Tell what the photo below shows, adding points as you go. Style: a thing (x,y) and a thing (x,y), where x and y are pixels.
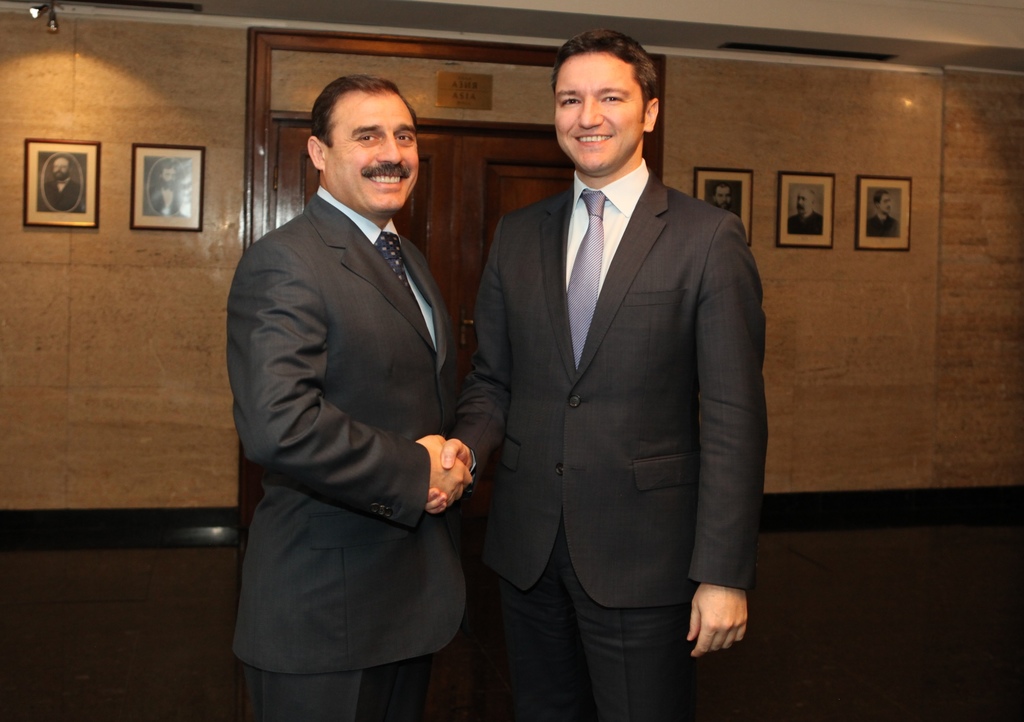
In this image I can see two persons (376,478) wearing shirts (352,211), ties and black colored blazers (376,478) are standing, smiling and shaking hands (464,456). In the background (129,344) I can see the brown colored wall (154,375), the ceiling (739,17), few lights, few photo frames (91,152) attached to the wall (963,77) and the brown colored door (467,189).
